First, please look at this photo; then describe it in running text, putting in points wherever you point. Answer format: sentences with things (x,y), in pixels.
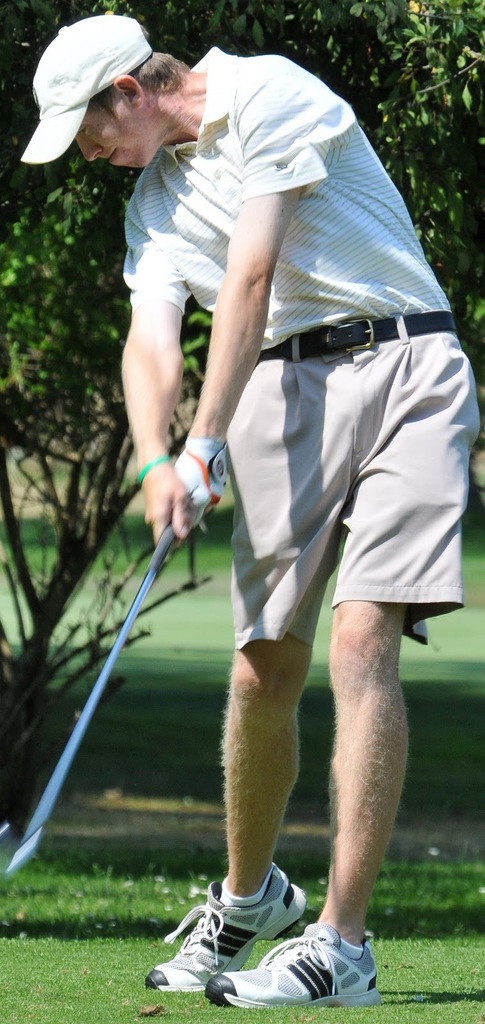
In this image, we can see a person (275,534) is holding a stick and wearing a cap (129,66) and gloves (200,482). He is standing on the grass (255,1018). Background (444,69) we can see a tree (422,112).
